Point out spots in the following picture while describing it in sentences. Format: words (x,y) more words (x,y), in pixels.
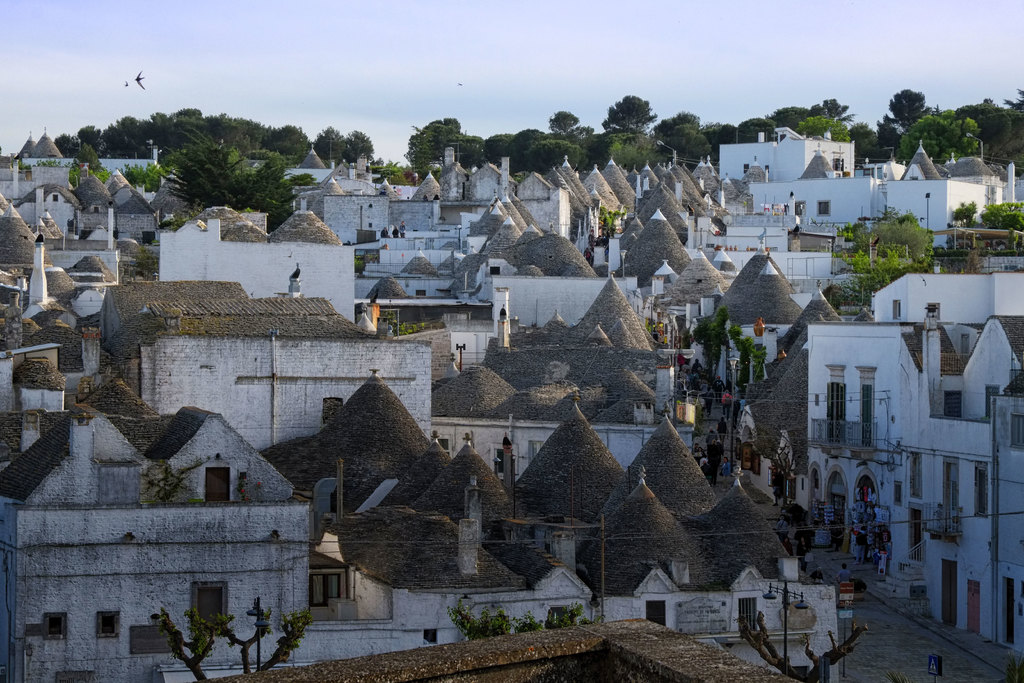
Here in this picture we can see buildings (284,523), roofs (353,547), windows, fences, trees (907,259), light poles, wires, birds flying in the air (128,68) and few persons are walking on the road (917,670) on the right side (951,672). In the background (458,153) there are trees (410,137) and clouds (529,77) in the sky (485,91).
